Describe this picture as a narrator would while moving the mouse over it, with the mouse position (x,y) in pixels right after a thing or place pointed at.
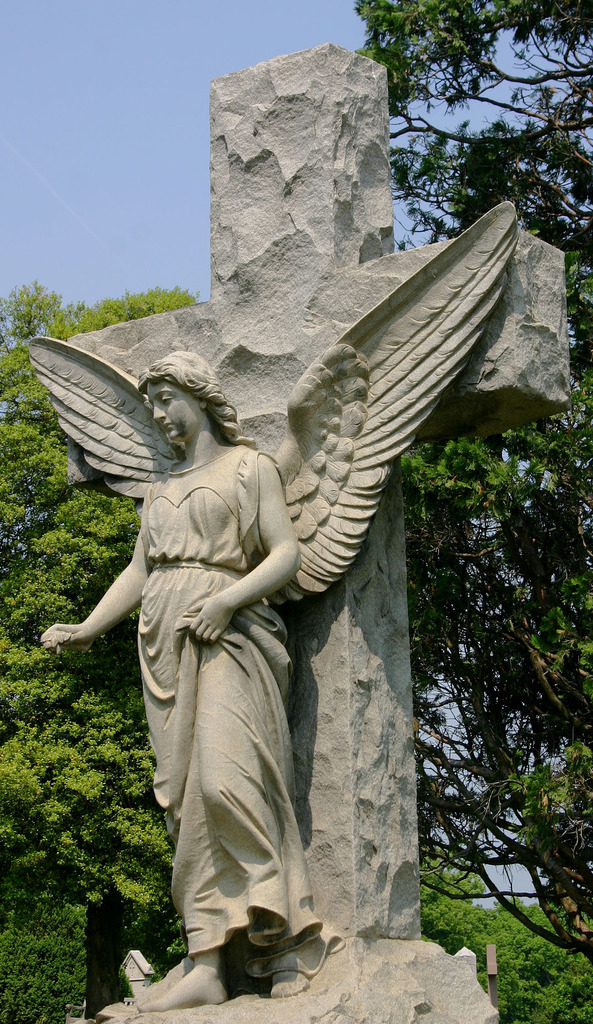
In this image I can see the statue (157,638) of the person (218,683) with wings (292,589) and it is in ash color. In the background (4,472) there are many trees (4,531) and the sky (131,133).
